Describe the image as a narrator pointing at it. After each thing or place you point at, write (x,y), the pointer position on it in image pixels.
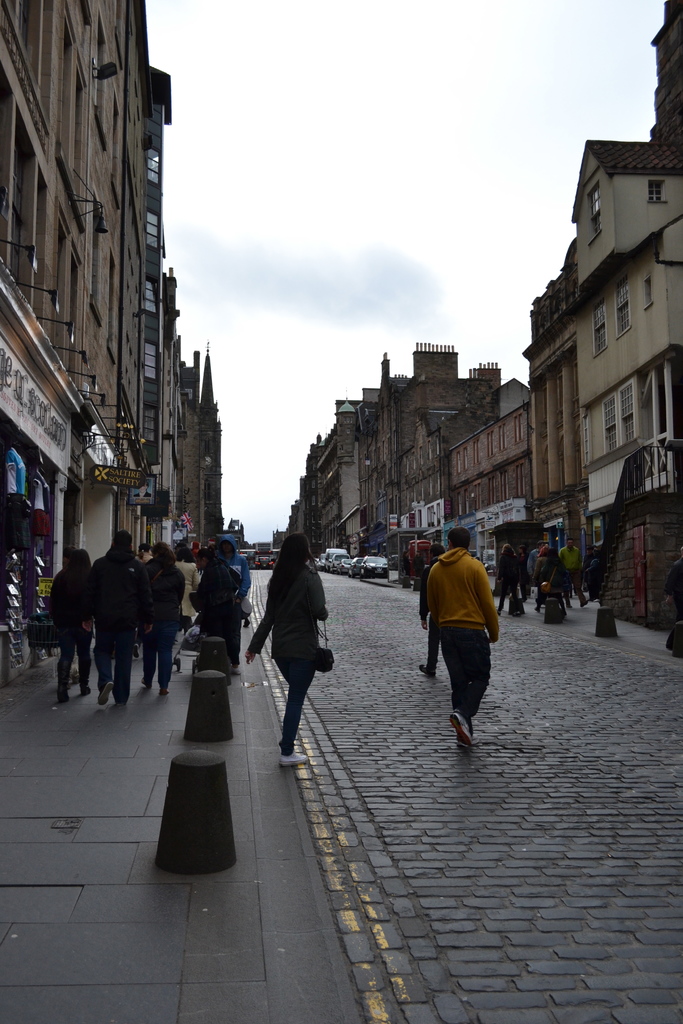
In this picture there are few persons (175,603) and buildings (54,368) in the left corner (135,593) and there are few persons (481,622) walking on the road (352,609) and there are few other persons (568,557), vehicles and buildings (586,438) in the right corner (552,441).
